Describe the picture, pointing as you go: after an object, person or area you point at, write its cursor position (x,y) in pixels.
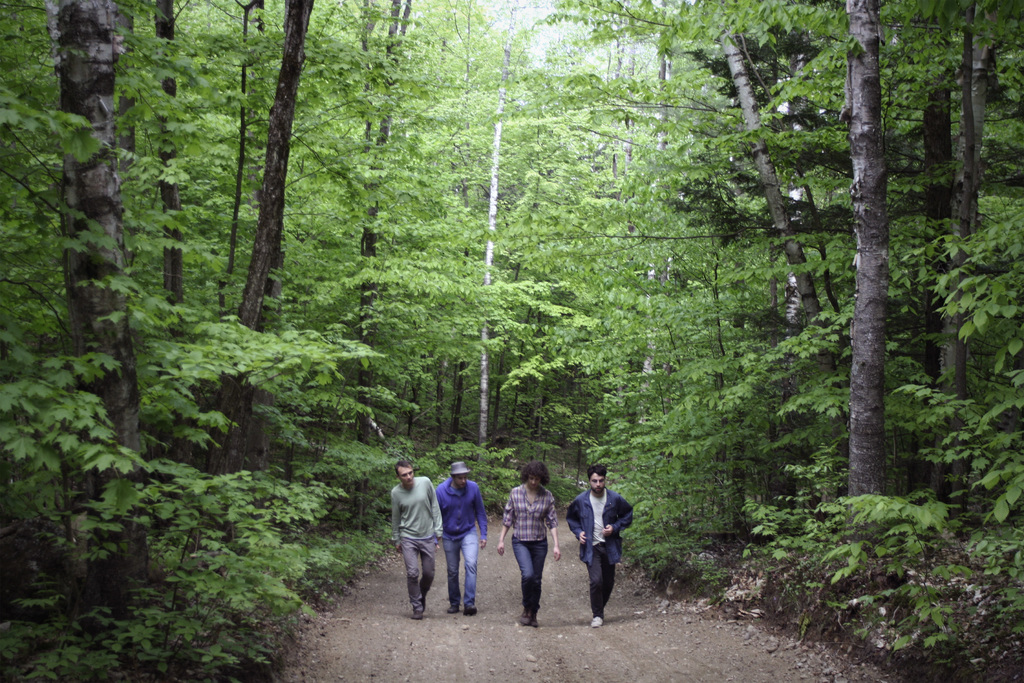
In this picture we can see people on the ground (656,638) and in the background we can see trees (836,430).
